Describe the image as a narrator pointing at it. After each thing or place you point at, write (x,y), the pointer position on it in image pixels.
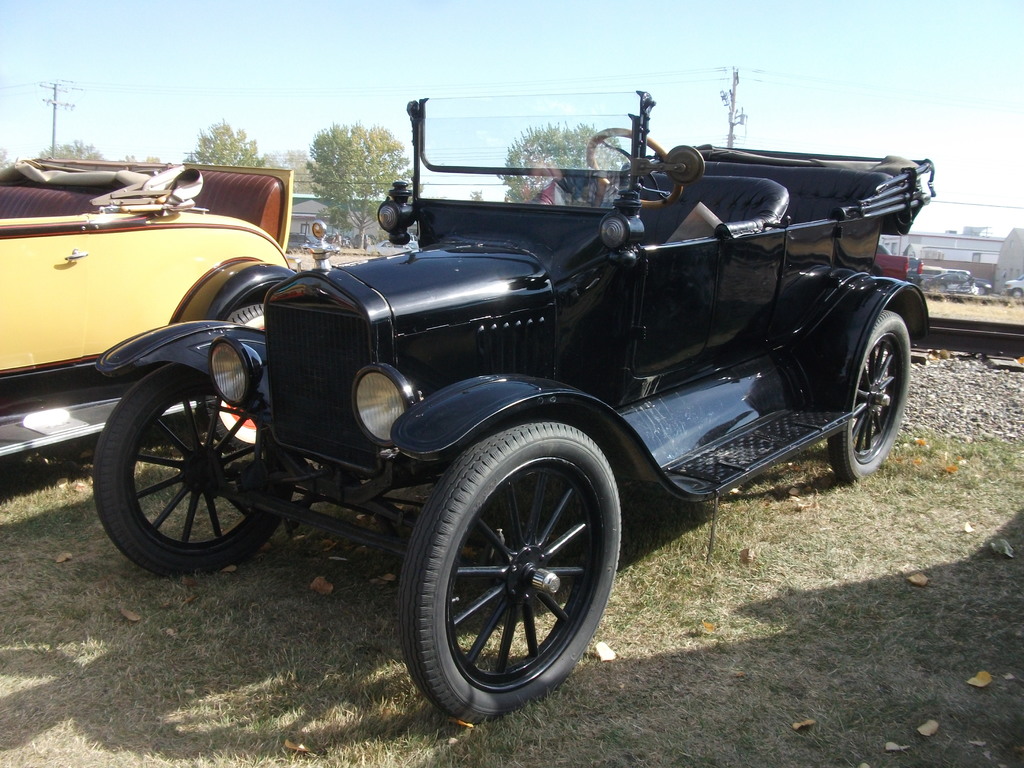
In the foreground (426,273) there are cars (434,352), dry leaves (997,552), grass (959,585) and stones (947,375). In the center of the background (348,169) there are trees (323,175), current poles (55,123), cables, vehicles (888,274) and buildings (955,248). Sky (985,106) is clear and it is sunny.
